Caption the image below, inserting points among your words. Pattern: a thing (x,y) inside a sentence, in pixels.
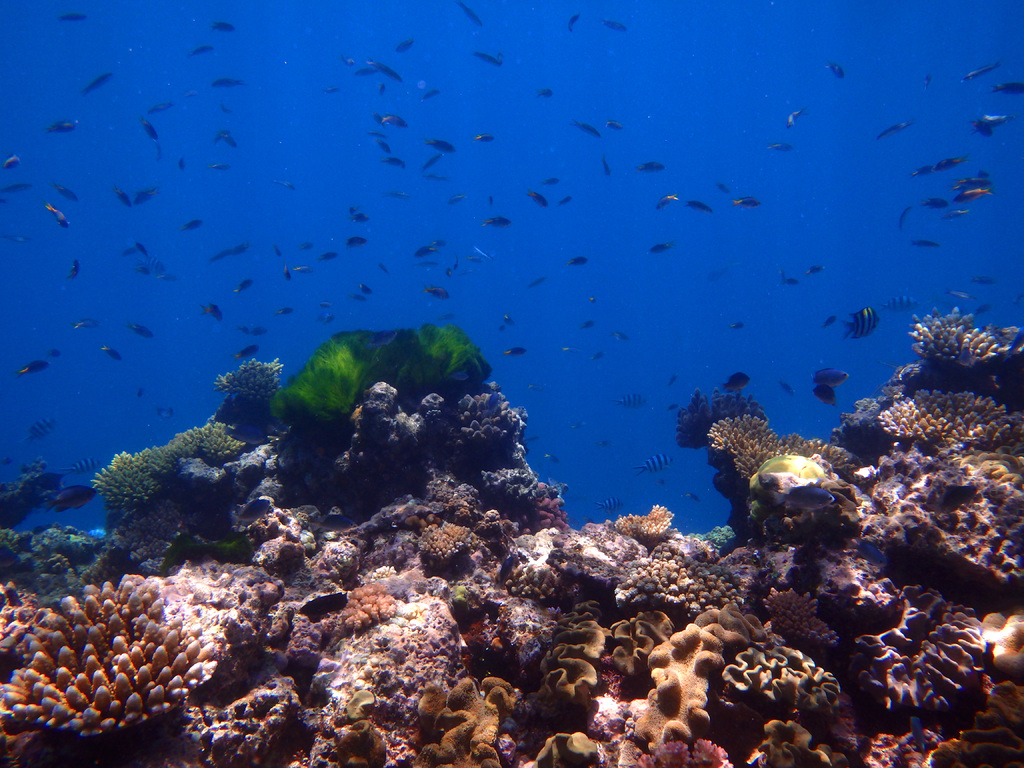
This image is taken under the water (426,145). There are fishes (582,261). There are water plants (571,588) at the bottom of the image (315,633).
